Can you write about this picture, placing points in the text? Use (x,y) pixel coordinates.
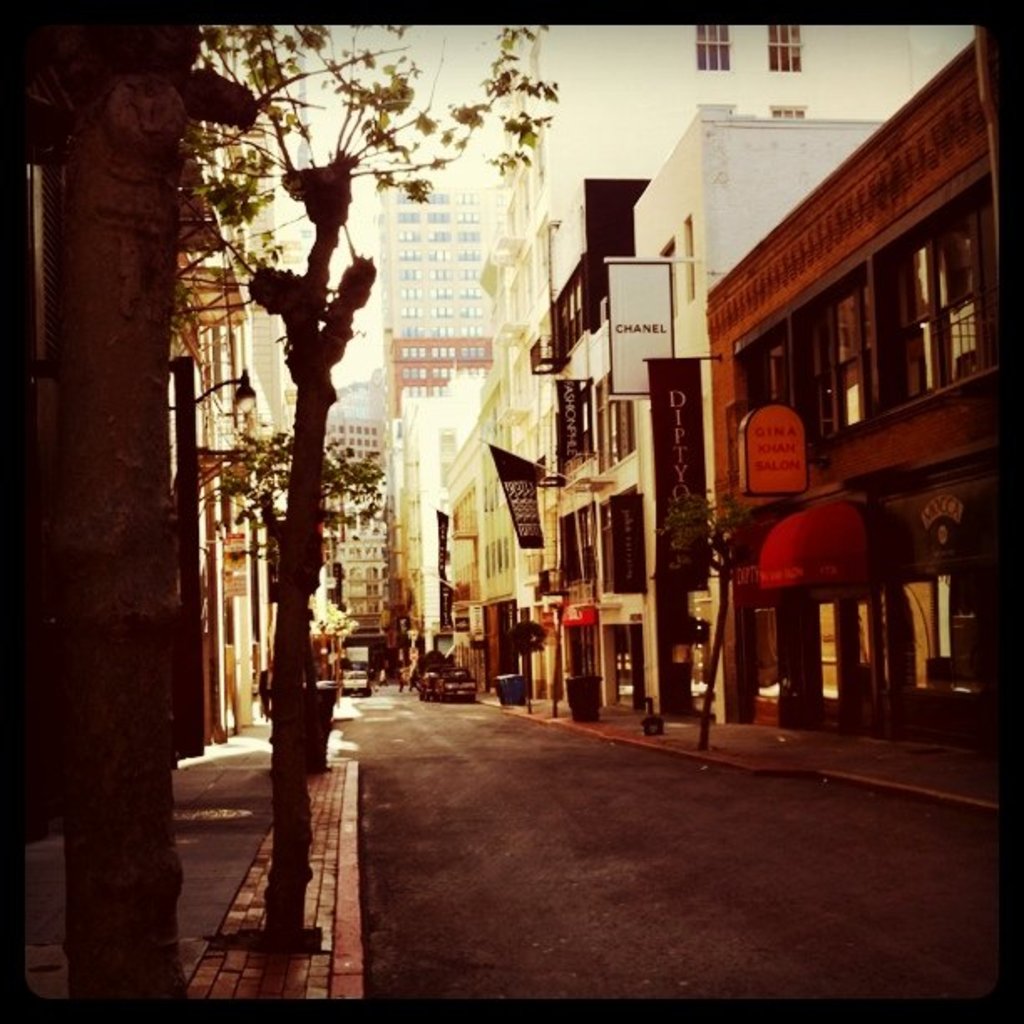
In this image, we can see a road (506,805) in between buildings (381,442). There is a stem (117,567) and tree (317,542) on the left side of the image (289,680). There is a flag (519,524) and banners (625,353) on the building (697,649). There is a plant (693,513) beside the road (518,876).
